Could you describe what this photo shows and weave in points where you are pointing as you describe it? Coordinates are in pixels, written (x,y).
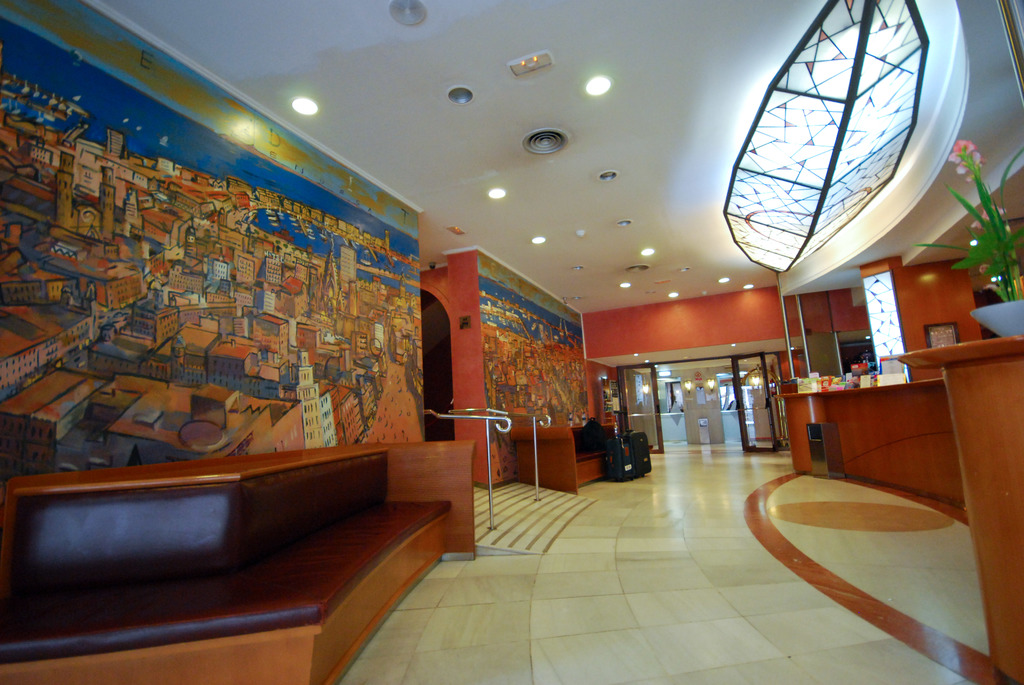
In this image there are sofas (578,462). On top of the sofa (551,466) there is a bag (587,446). In front of the sofa (597,472) there are bags (631,444). On the right side of the image (894,461) there is a flower pot (1005,299) and a few other objects (894,385) on the table (980,413). There is a photo frame (939,328) on the wall (945,315). There is a painting (256,368) on the wall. There is a railing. On top of the image (768,166) there are lights (785,228). At the bottom of the image (650,601) there is a floor (697,570). In the background of the image (655,432) there is a glass door (654,437).
